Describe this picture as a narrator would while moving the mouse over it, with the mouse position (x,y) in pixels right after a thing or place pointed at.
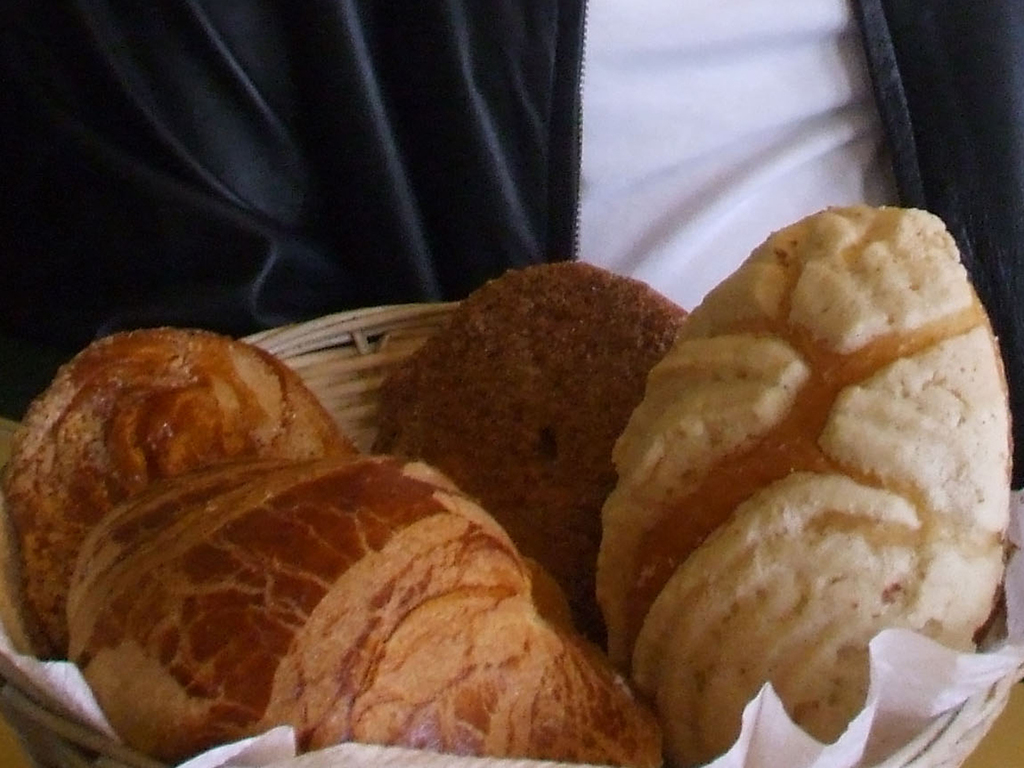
In this image there is a food item (471,493) placed in a basket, in front of that there is a person (647,150).
